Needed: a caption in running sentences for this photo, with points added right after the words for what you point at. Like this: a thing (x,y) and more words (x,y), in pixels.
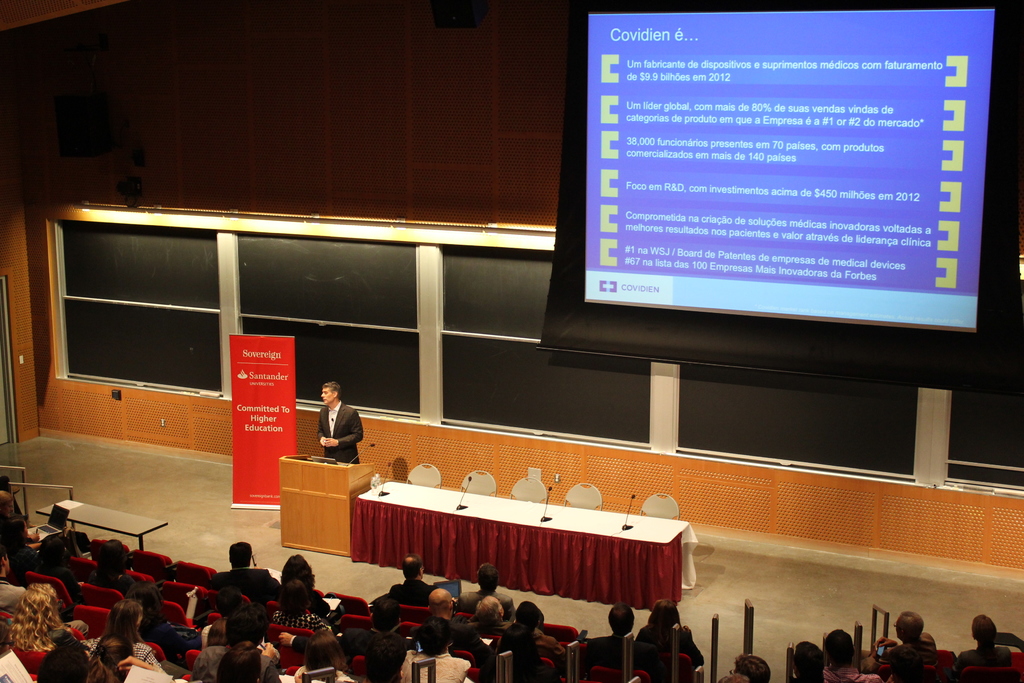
In this image at the bottom (516,651) there are a group of people (339,641) who are sitting on chairs (298,634), and in the center (355,432) there is one person (341,451) standing. In front of him there is podium (320,510) and table (441,510), on the table (450,517) there are some mics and also there are some chairs (521,497). At the top (634,162) there is screen (754,275), and in the center (501,354) there are some chalkboards (193,376) and board (247,368). On the board (256,405) there is some text (285,410), and in the background (173,95) there is wall (438,165).
